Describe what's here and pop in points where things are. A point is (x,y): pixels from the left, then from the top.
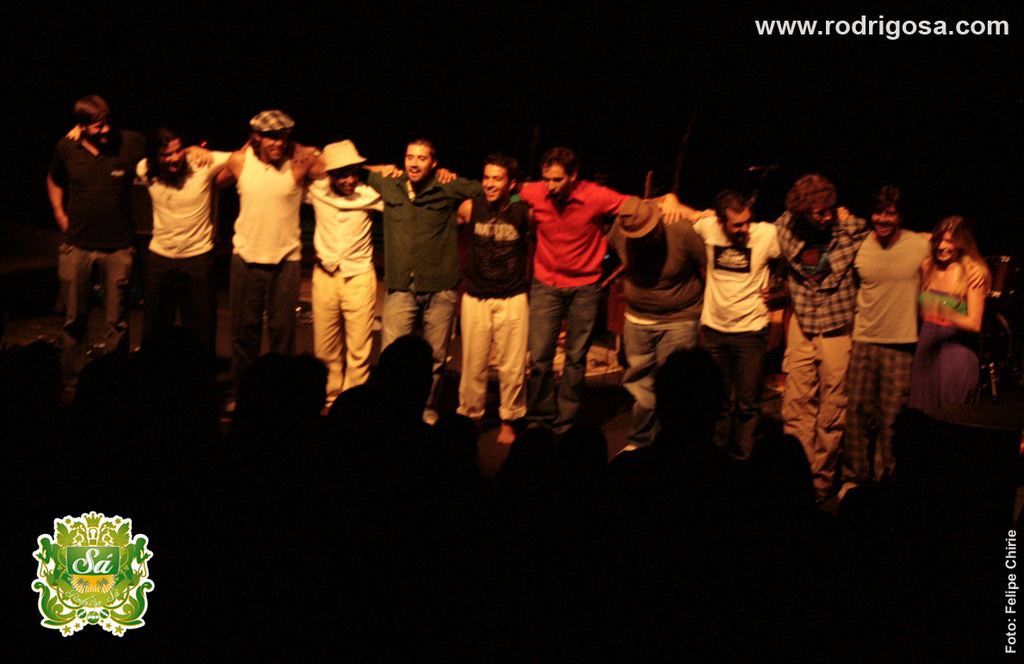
In this image in the center (495,289) there are group of persons (470,270) standing and smiling. In the front (245,504) there are persons (659,534) and on the top of the image (836,32) there is some text (866,32) written on it.
